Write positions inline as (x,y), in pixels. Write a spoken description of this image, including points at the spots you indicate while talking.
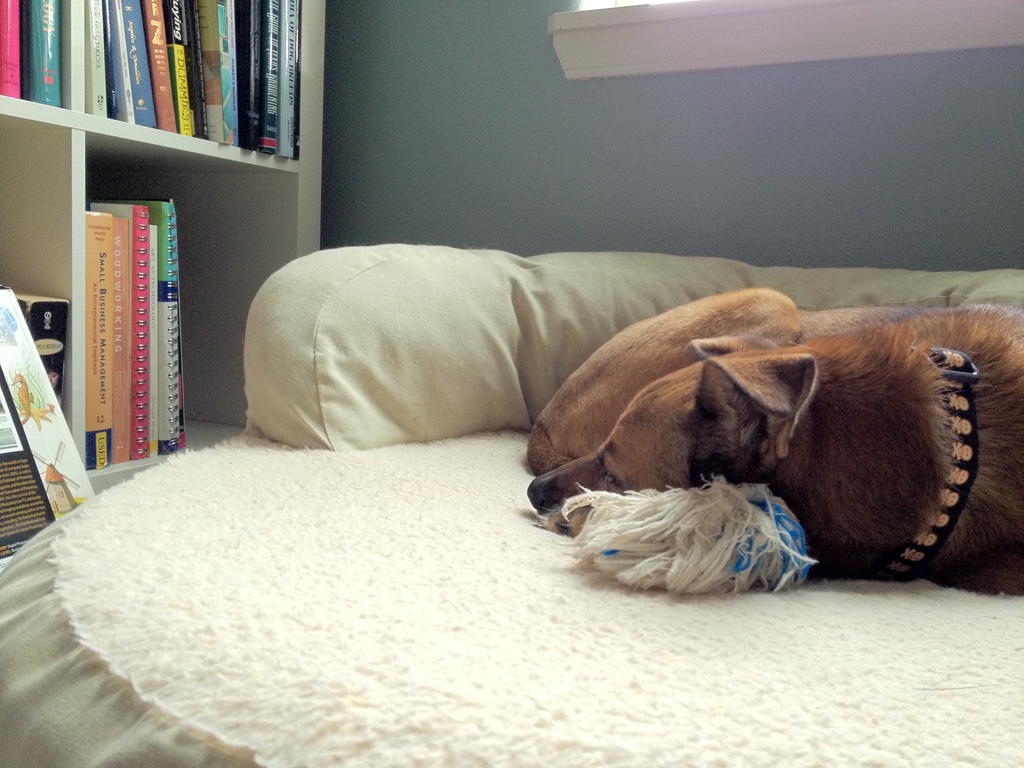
In this image, we can see a dog (770,421) lying on the bed (481,613) and in the background (109,233), there are books (109,233) in the rack (285,167) and there is a light (689,11) and a wall (661,179).
